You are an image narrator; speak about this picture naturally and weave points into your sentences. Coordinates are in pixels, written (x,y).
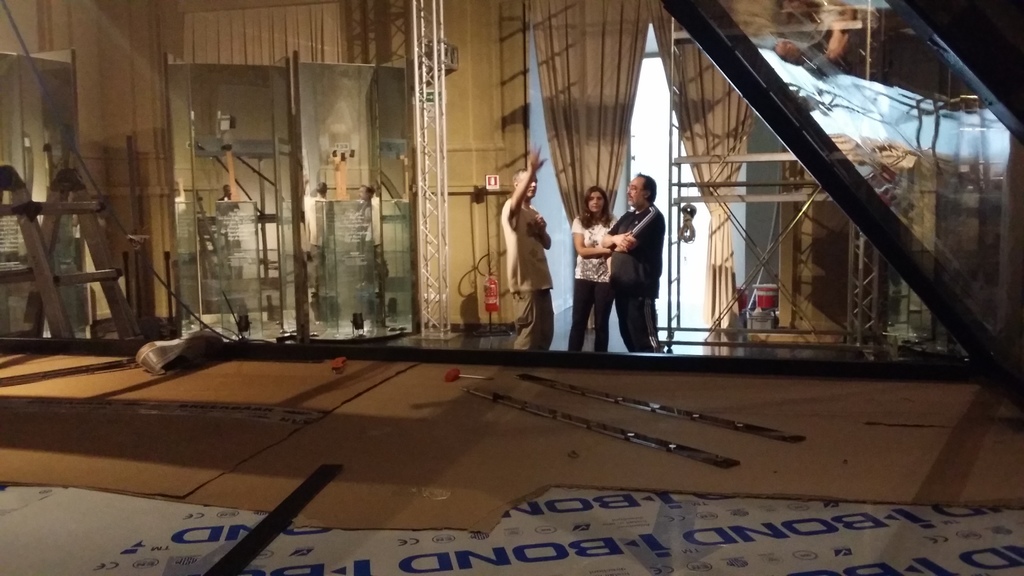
In this picture we can see three people (646,213) standing on the floor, ladder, fire extinguisher (491,273), curtains (624,136), rods (710,159), shoe (186,355) and some objects (533,376) and in the background (352,61) we can see the wall (134,36).
